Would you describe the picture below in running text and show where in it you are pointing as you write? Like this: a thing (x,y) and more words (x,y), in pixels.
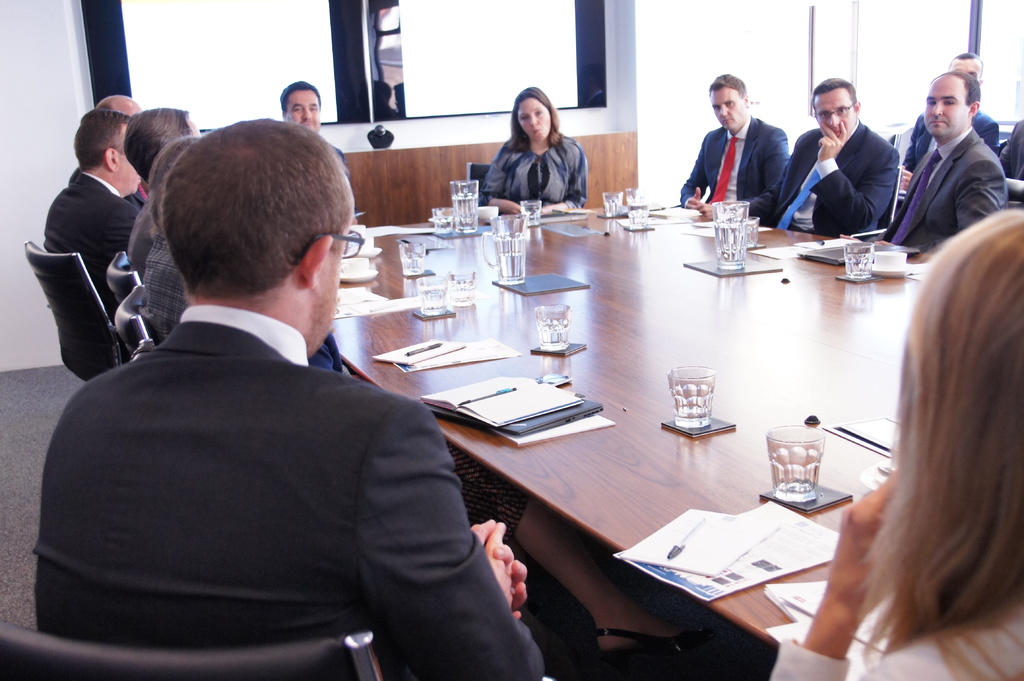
in a room (597,169) there are many people (552,189) sitting in a chair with a table (565,256) in front of them on the table (644,290) there are different items (754,224).
